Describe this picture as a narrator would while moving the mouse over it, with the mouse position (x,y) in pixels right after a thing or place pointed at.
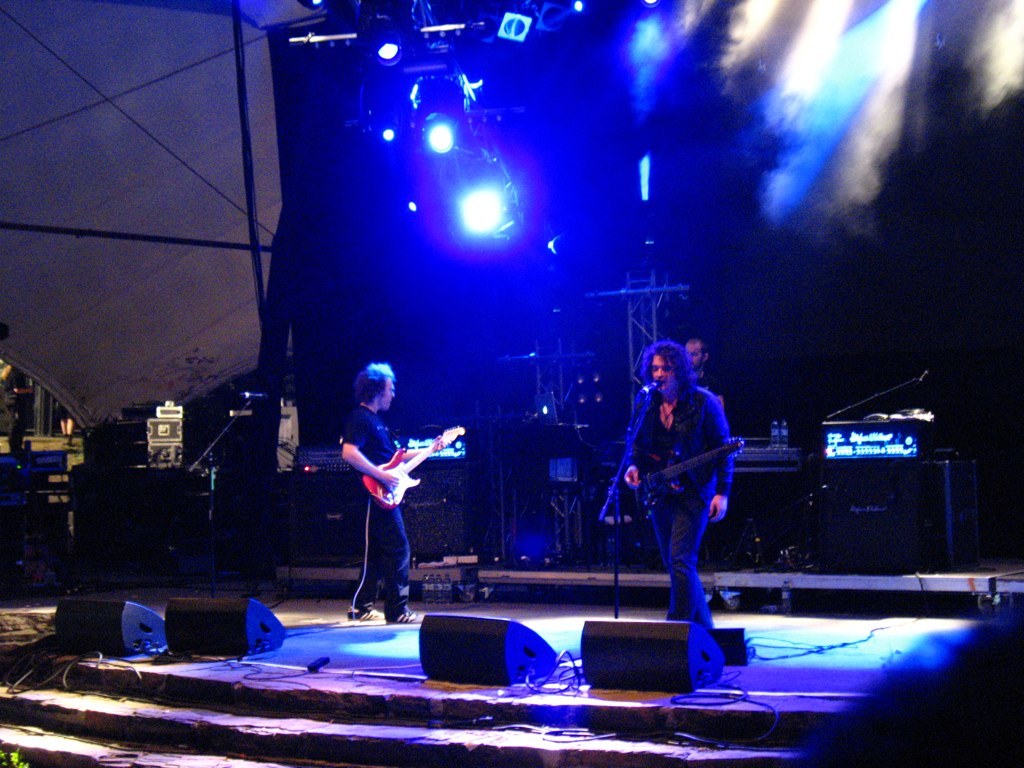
In this picture we can see that a man (665,392) standing on the stage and singing, and in front there is microphone (637,424), and he is holding a guitar (669,478) in his hand (629,471), and at opposite a person (394,436) is standing and playing the guitar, and at above there are lights (501,187), and in front (343,698) there is stair case (293,734).
